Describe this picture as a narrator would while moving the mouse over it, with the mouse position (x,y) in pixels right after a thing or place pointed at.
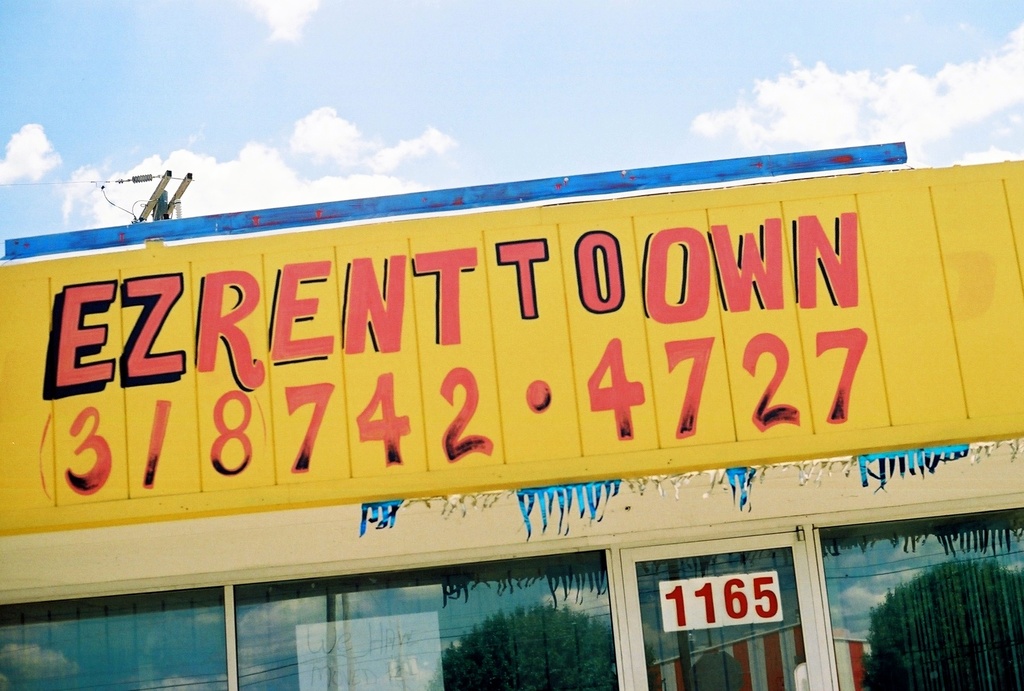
In the foreground of this image (1017,240), there is a board (509,245) on which there is some text (761,266) and digits (303,448) are present. At the bottom (419,642), there is a glass door (735,628) and a glass wall (562,600). Behind it, it seems like a pole (180,191) and at the top (519,38), there is the sky (593,46).
